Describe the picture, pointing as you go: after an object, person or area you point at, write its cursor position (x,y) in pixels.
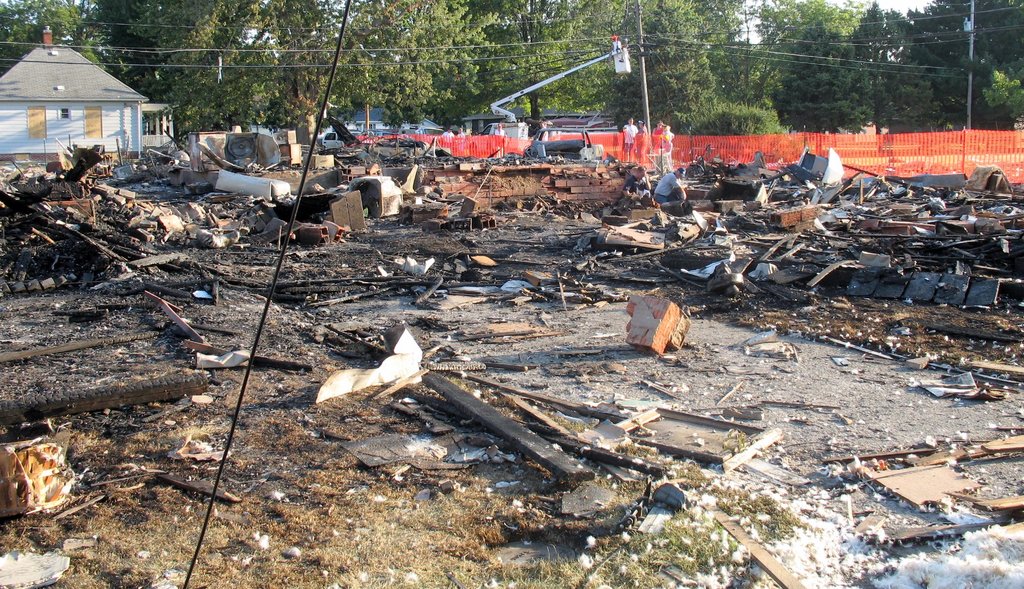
In this image there are trees (529,47) truncated towards the top of the image (941,54), there is a house (55,90) truncated towards the left of the image (36,62), there are persons (630,139) standing, there are wires (697,44) truncated, there are poles (972,51) truncated towards the top of the image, there is a fencing (814,148) truncated towards the right of the image (945,153), there is a vehicle (339,140), there are objects (504,194) on the ground (259,256), there are objects (199,341) truncated towards the left of the image (35,408), there are objects (808,246) truncated towards the right of the image (963,219), there is grass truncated towards the bottom of the image (109,551), there are objects (58,561) truncated towards the bottom of the image (43,565).
